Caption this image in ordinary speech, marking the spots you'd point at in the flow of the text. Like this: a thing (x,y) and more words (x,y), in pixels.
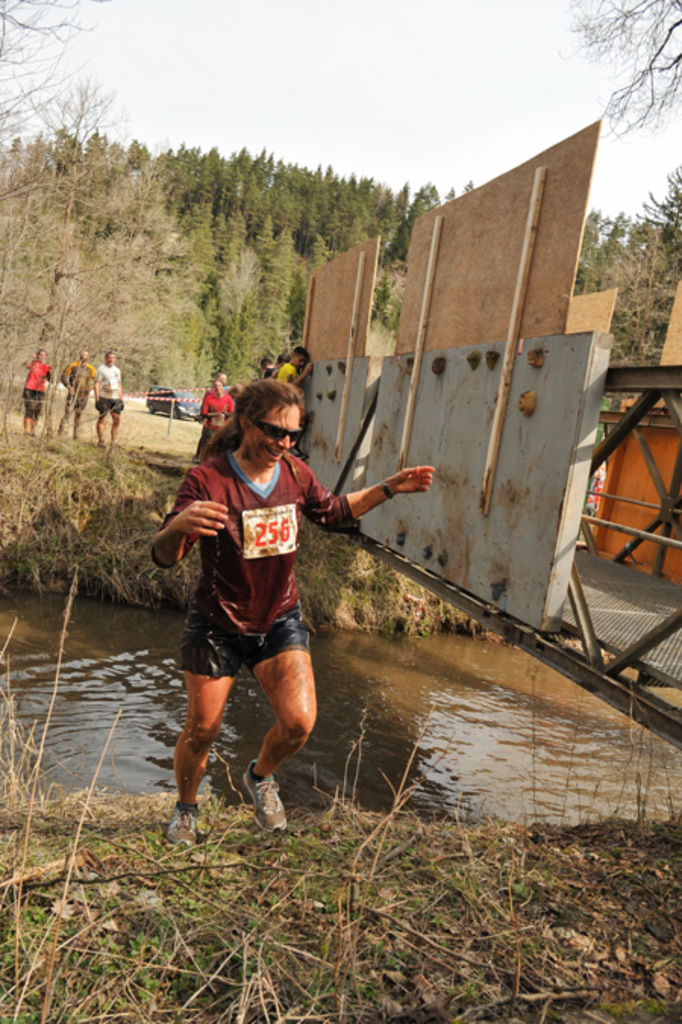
In this image there is a woman (274,711) walking on the ground (196,899). There are grass (321,934) and dried stems (368,915) on the ground (393,907). Behind her there is water (419,678). Beside her there is a bridge (635,603) across the water (505,709). In the background (96,383) there are a few people (72,378) walking on the ground (49,417). There are trees (201,226) and a car (154,404) parked on the ground (143,406). At the top (344,45) there is the sky (402,44).
